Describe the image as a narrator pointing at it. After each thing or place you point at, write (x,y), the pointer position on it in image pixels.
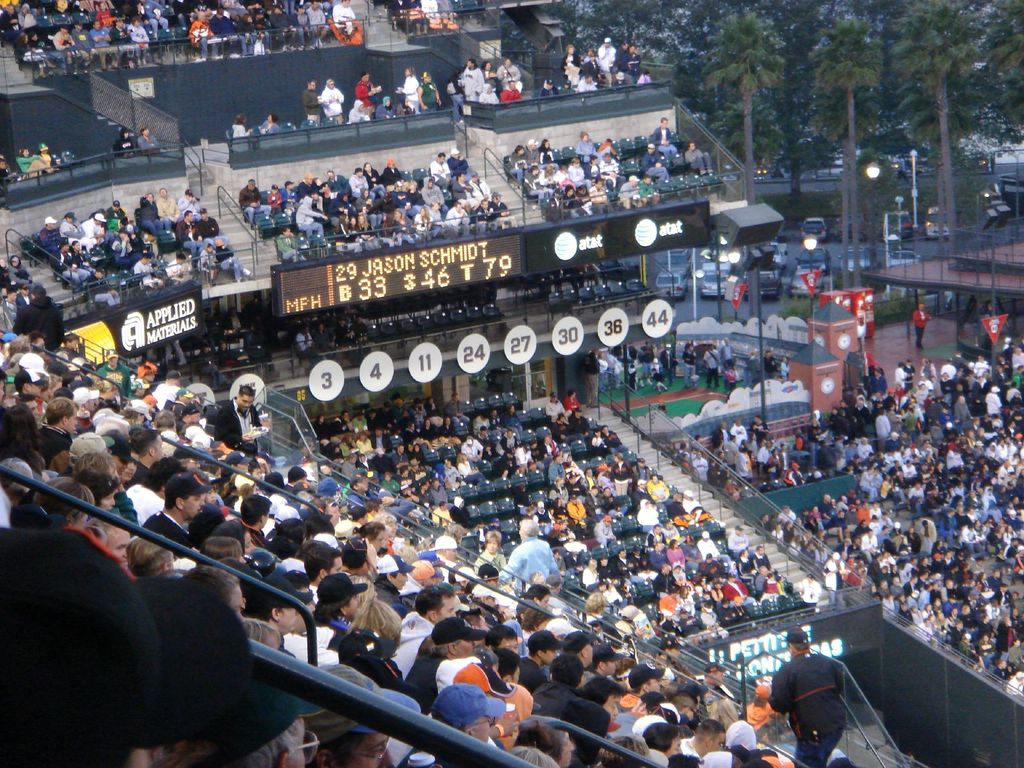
This picture is clicked in the stadium (312,398). In this picture, we see people (422,516) sitting on the chairs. In the middle of the picture (469,267), we see a black color board (334,293) with text (397,289) displayed on it. Behind that, we see people (298,225) sitting on the staircase (497,187). On the right side (725,272), we see cars (716,281) moving on the road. We even see street lights (812,314) and a building (852,330) in brown color. In the right top of the picture (896,149), there are trees (710,79).
